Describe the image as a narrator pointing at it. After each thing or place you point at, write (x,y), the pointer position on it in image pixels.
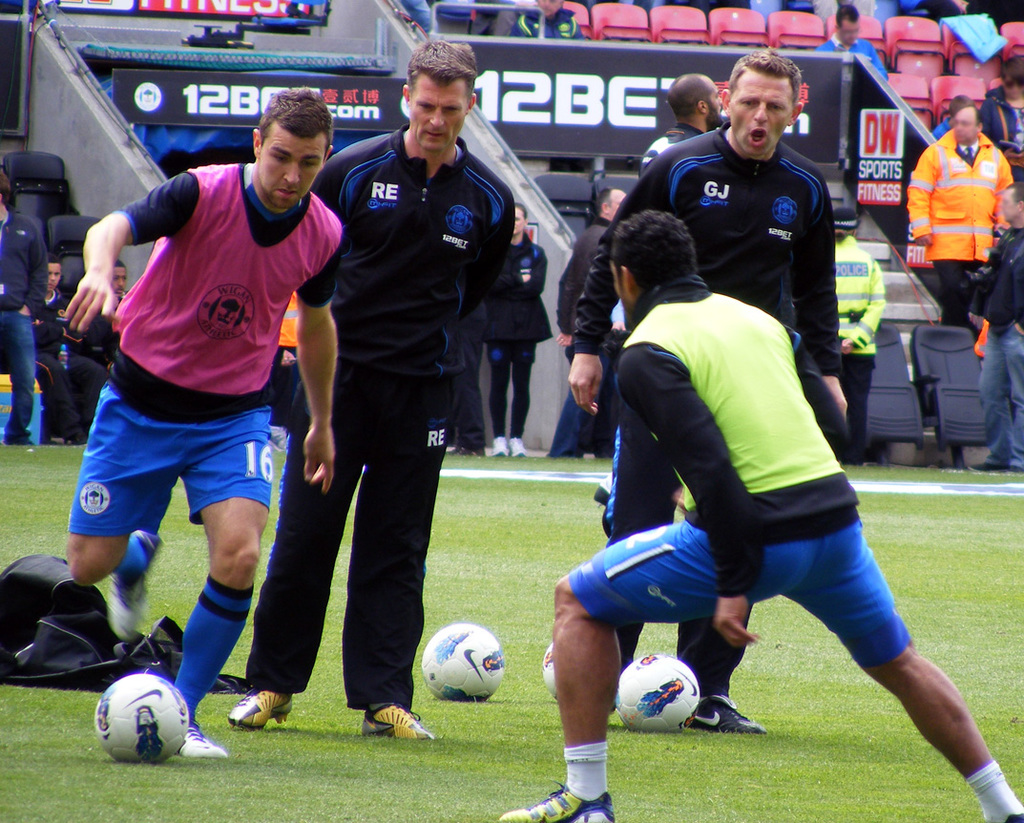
In this picture we can see few persons (414,718) are playing in the ground (419,756) with ball (161,724). And on the background (28,214) we can see some chairs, and these persons (977,174) are standing on the ground (351,788).
